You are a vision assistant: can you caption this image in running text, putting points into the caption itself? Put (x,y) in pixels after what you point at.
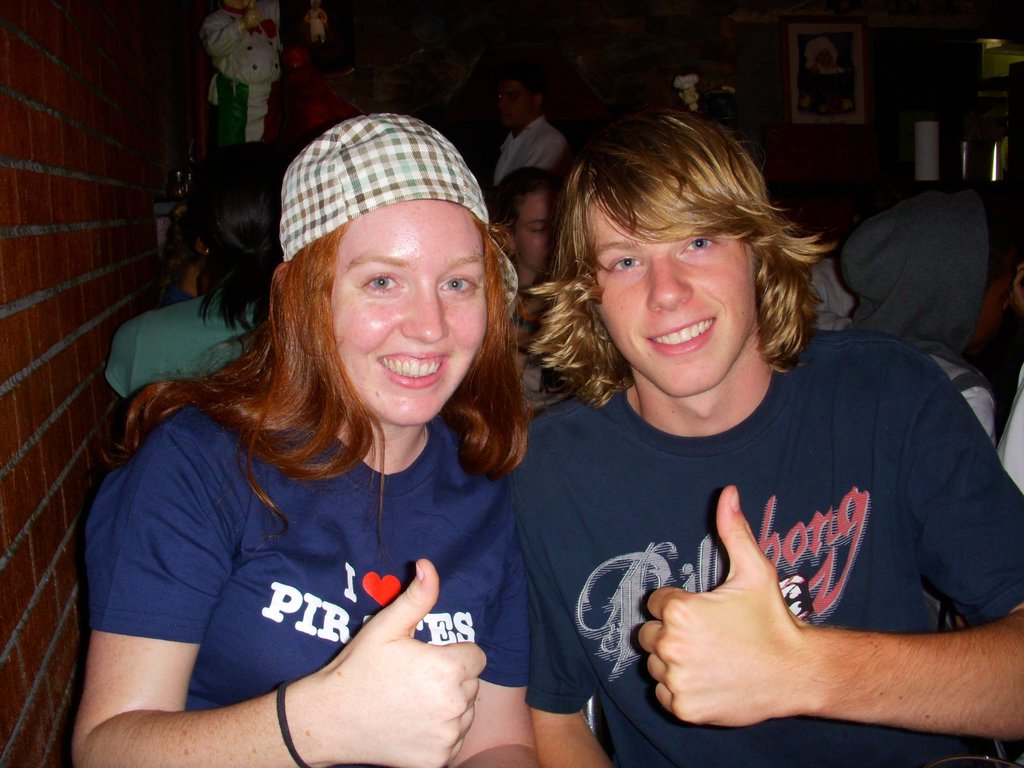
In the image there are two people (525,472) in the foreground (642,430), they are posing for the photo and behind them there are many other people (949,258), on the left side (43,281) there is a brick wall (83,475).
